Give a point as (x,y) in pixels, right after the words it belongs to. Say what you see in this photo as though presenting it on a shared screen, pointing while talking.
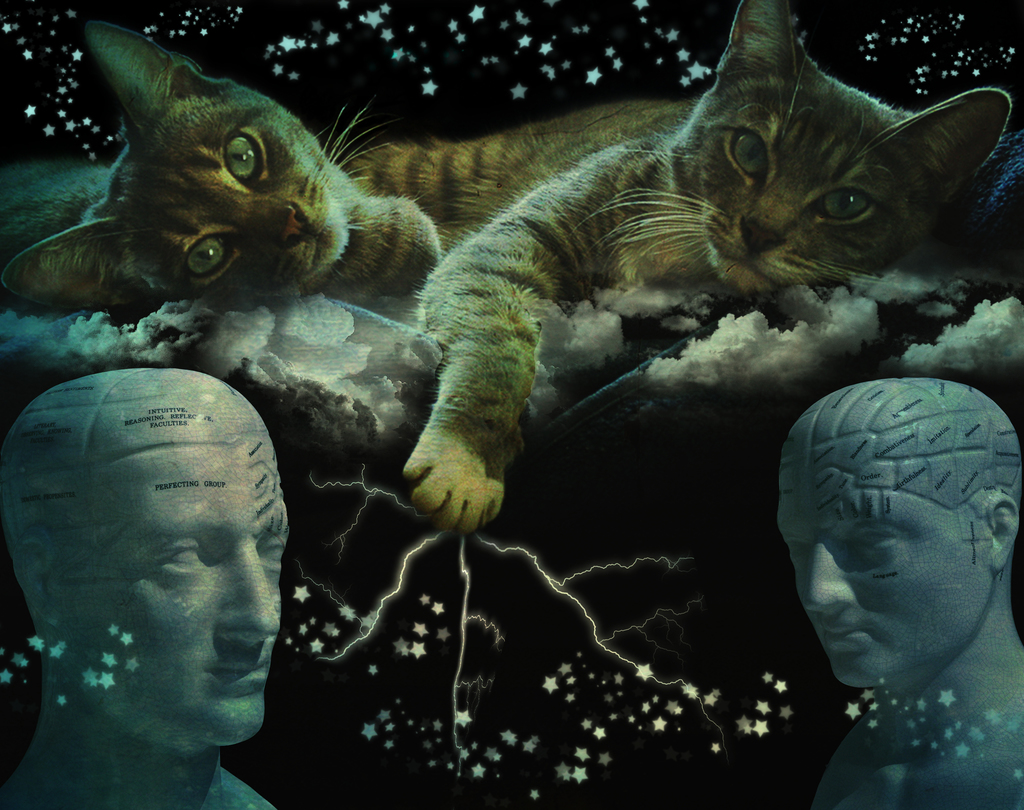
In this picture we can see cats (570,274), statues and some objects (581,574) and in the background (539,526) we can see it is dark.
